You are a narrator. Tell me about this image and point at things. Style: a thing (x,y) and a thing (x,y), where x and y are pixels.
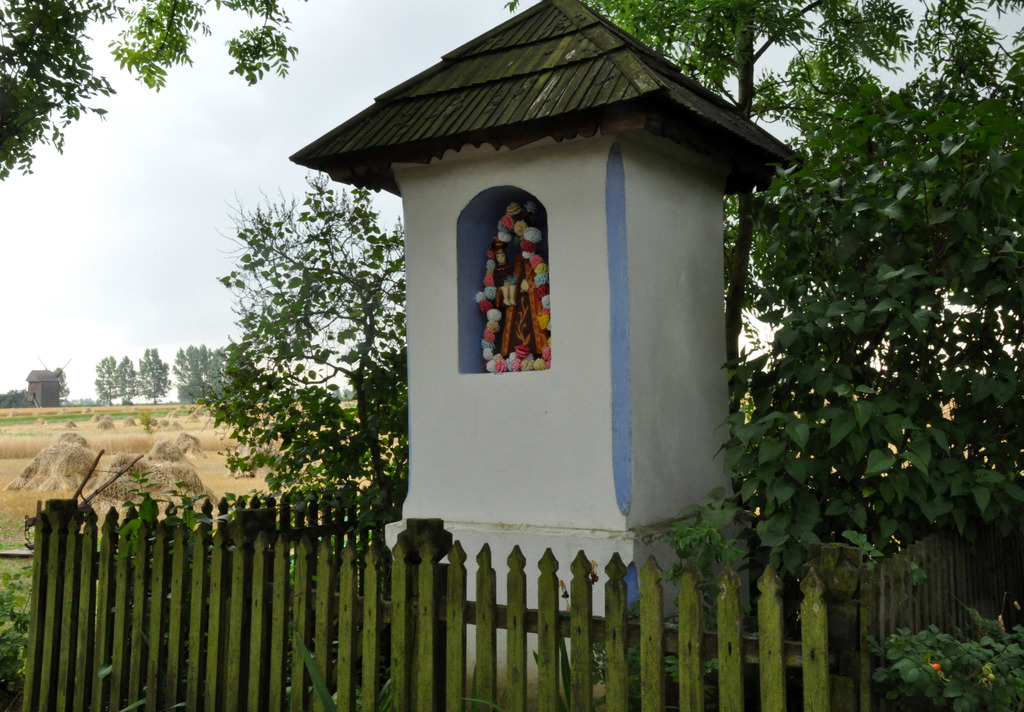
Here, we can idol of God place in the house (654,240), there is a fence (38,630), we can see some plants (856,461) and trees (818,314), there is grass (130,434) on the ground (87,434), at the top (197,164) there is a sky (200,127).
